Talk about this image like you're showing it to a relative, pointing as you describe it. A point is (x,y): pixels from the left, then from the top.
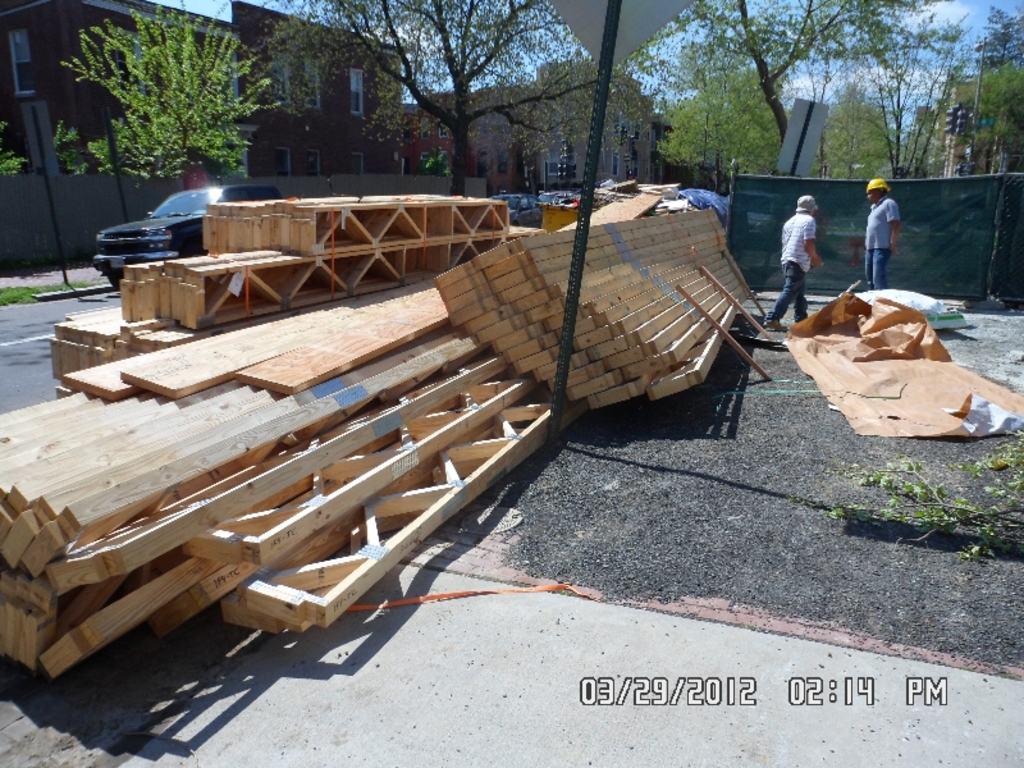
In this image we can see the wooden objects (435,364) on the land (570,498). We can also see two persons (877,204) standing. In the background (438,118) we can see the buildings (418,126), trees (374,116), vehicles (512,197) on the road (19,321) and also the sign boards (606,12) and fencing wall (963,229). We can also see the fallen plant (931,485). At the bottom (678,693) we can see the date (744,702) and path (903,690). We can also see the path (341,740). Some part of the sky (973,20) is also visible with the clouds (941,14).
